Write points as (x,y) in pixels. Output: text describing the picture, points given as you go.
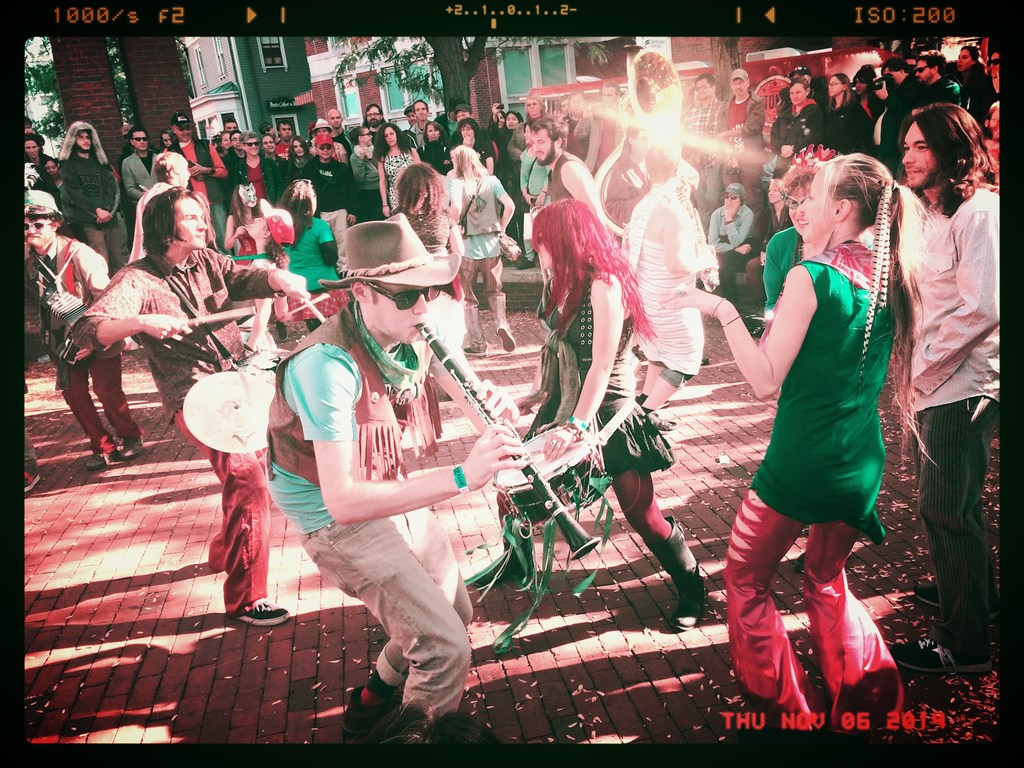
In this image we can see people (731,341) and few of them are playing musical instruments (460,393). In the background (77,71) we can see buildings (506,99) and trees (110,59).
